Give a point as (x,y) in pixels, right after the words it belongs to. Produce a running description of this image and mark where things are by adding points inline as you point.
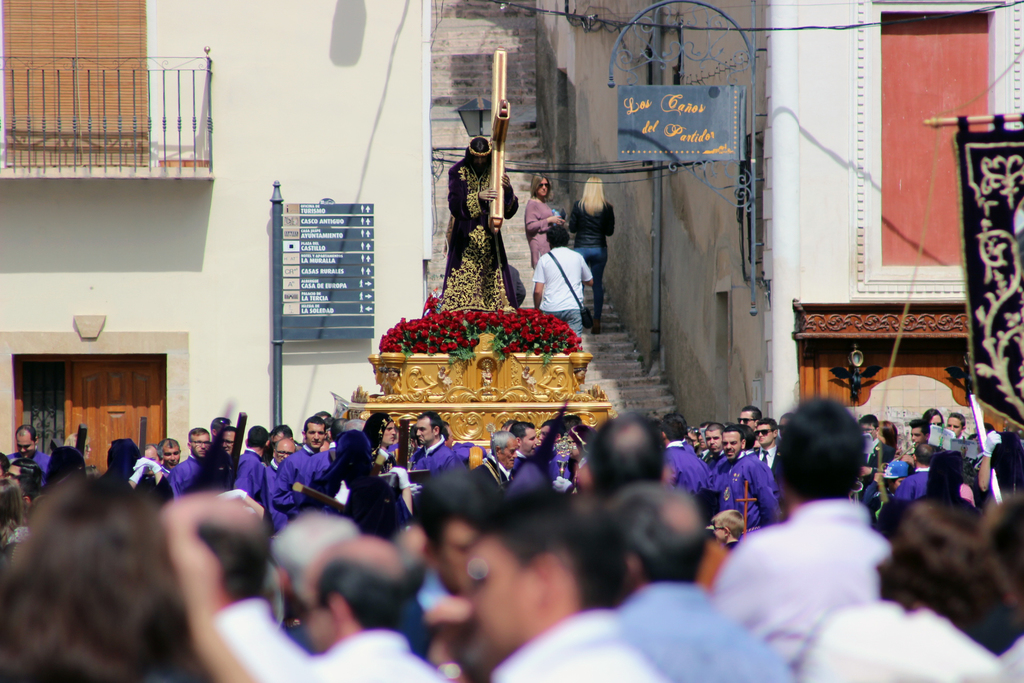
This picture is taken in a town street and is sunny. In this image, we can see a group of people (276,540) standing. On the right side (1021,140), we can see a black colored cloth (1004,133) and a window (912,204). In the background (486,329), we can see some plants (455,342) with flowers (468,335), a group of people (595,192) standing on the staircase (665,386), hoardings (344,253). On the left side (73,401), we can also see a door (111,398) which is closed. On the left side (76,54), we can see a balcony (97,171).
